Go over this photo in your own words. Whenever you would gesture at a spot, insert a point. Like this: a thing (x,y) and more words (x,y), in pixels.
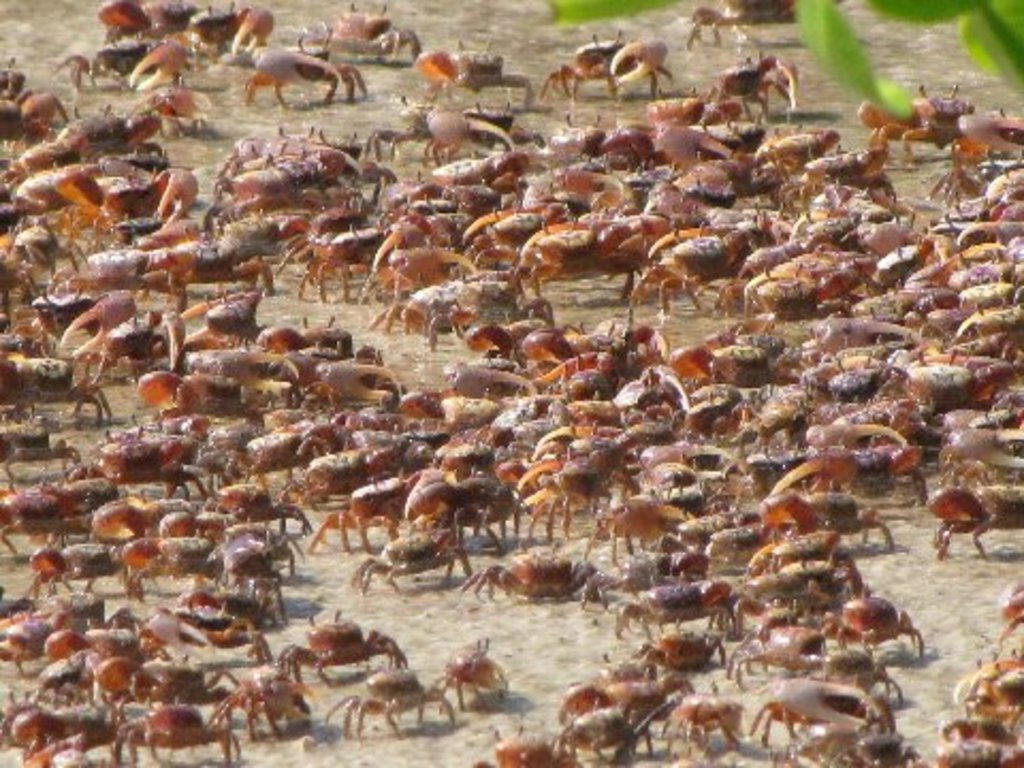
In this image we can see a group of crabs (463,204) on sand (430,36), at the top (841,58) we can see some leaves (835,47) truncated.
